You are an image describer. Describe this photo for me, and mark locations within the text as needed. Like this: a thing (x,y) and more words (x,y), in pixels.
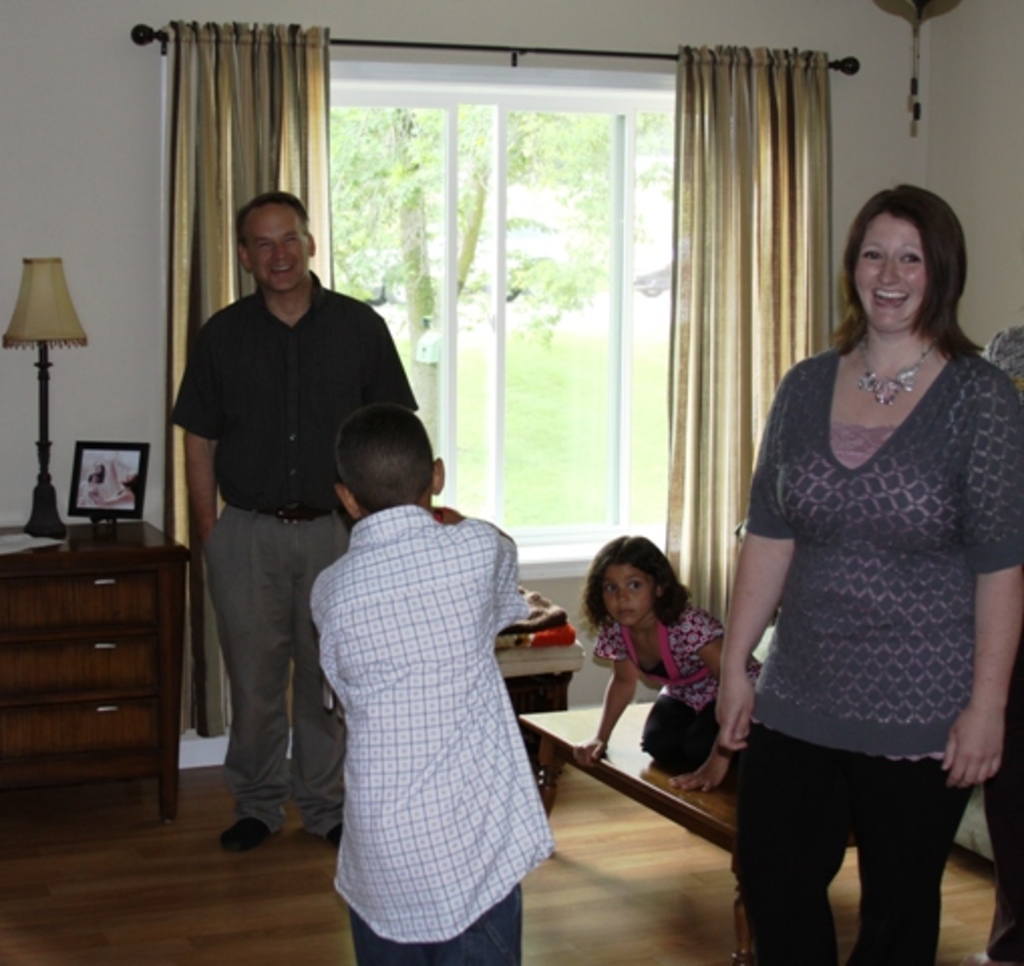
In the background (423,319) we can see the windows (407,315) and curtains (684,230). Through the glass (334,177) we can see the tree (596,228) and green grass (639,423). On the left side of the picture (137,508) we can see a photo frame (86,464), lamp (53,347) and it seems like a paper (23,543) on a platform (135,539). We can see the desk (70,542). In this picture we can see a girl (670,566) on a table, man (330,317), woman (1013,432) and a boy (395,660). We can see the wall (968,315). Beside her we can see a stool (551,652) and it seems like a blanket (541,634). At the bottom portion of the picture (292,917) we can see the floor (98,937).
